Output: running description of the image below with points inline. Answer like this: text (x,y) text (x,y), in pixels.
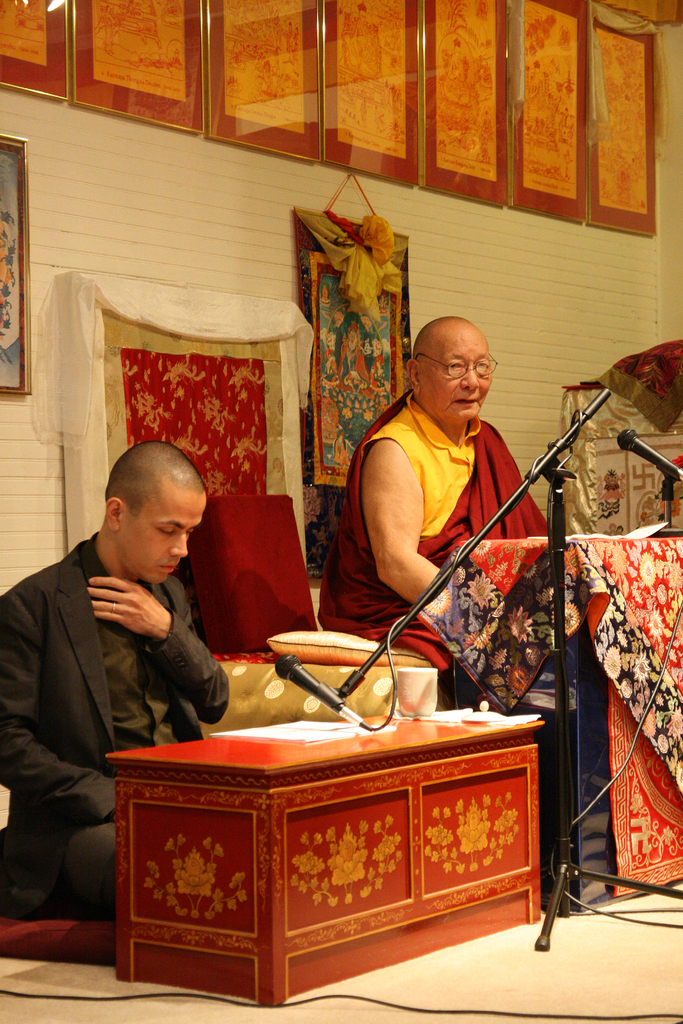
In this image in front (68,686) there are two persons (33,732) sitting in front of the table (249,878). On top of the table (361,742) there are papers (505,720), mug (421,695) and a mike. In front of them there is another mike (660,467). On the backside (502,351) there is a wall (111,160) with the photo frames (234,72) on it. At the bottom (506,970) there is a floor (600,964).
